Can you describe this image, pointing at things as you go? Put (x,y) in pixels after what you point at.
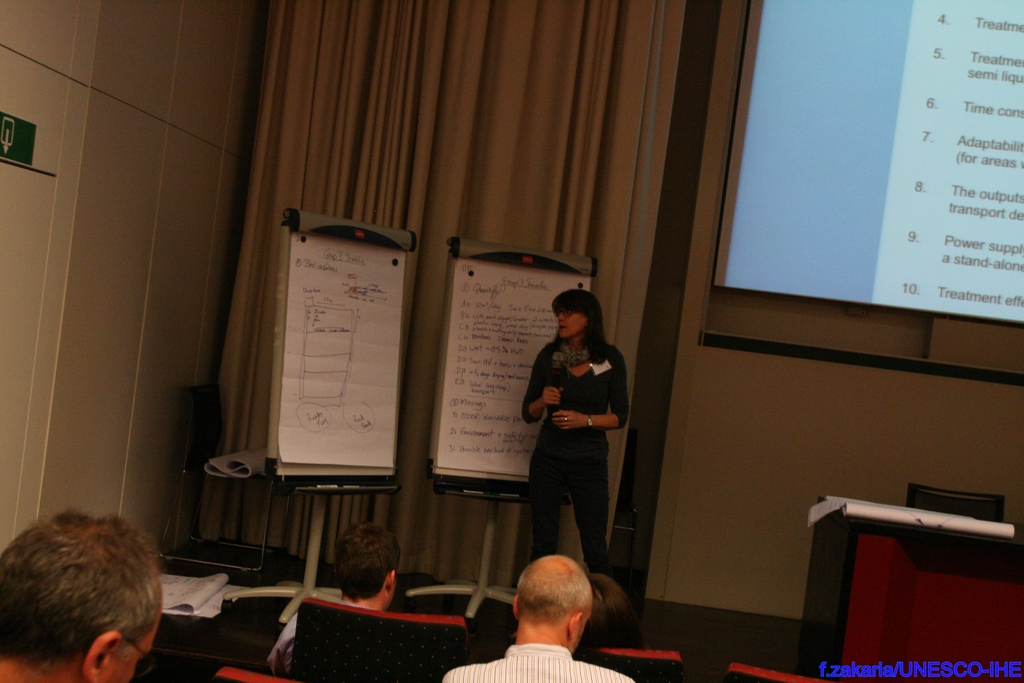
In this image I can see at the bottom (43,588) few people (130,664) are sitting on the chairs (385,665). In the middle (361,425) there are boards (395,356) and a woman (578,382) is standing and speaking into microphone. On the right side (875,29) there is the projector screen (846,174). In the right hand side (1008,670) bottom there is the name (948,671) in blue color and there is a table (839,551) and a chair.
